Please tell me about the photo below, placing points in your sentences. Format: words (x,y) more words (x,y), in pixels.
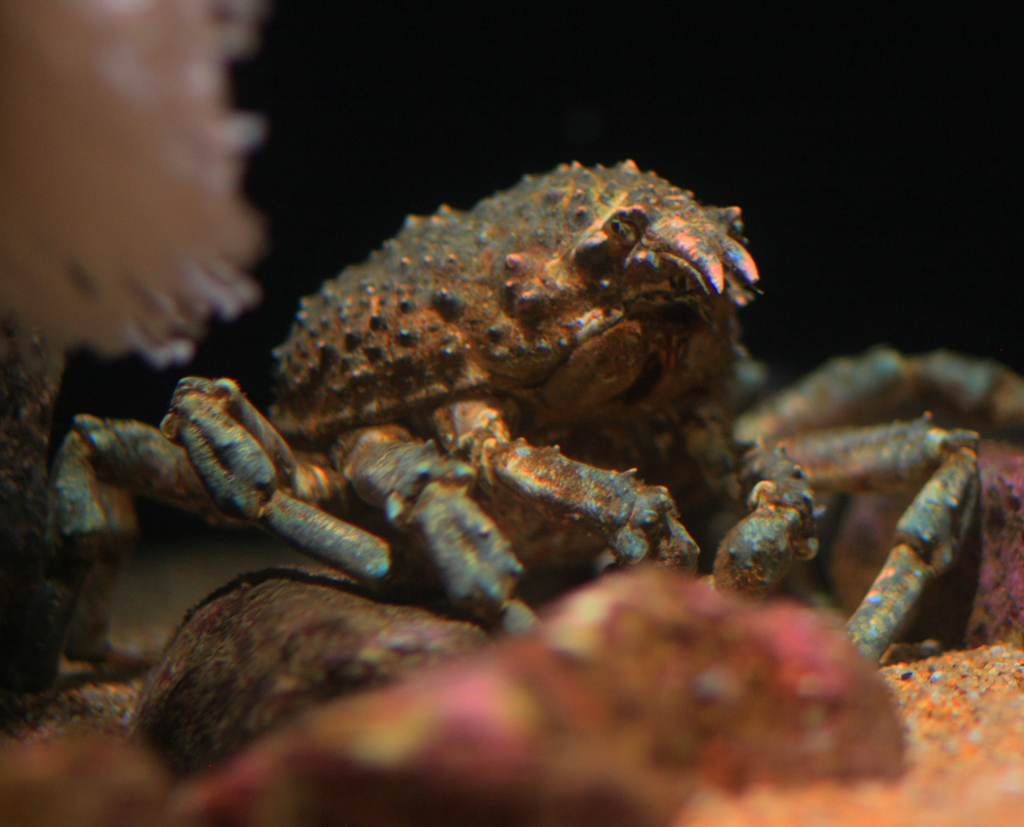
It looks like the picture is taken in the water (296,305). We can see a crab (528,378) and coral (87,120). Behind the crab (652,292) there is the dark background (878,138). In front of the crab (501,371) those are looking like stones (676,683).
